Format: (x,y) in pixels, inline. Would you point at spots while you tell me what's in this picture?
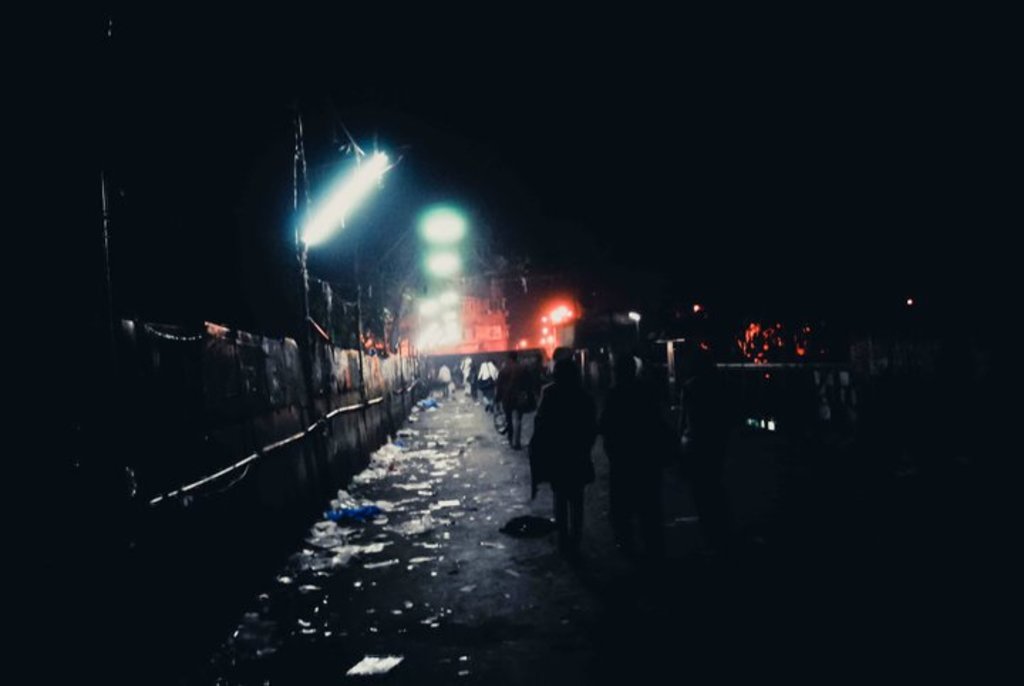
In this image, we can see few people (641,476) on the walkway (487,514). Here we can see walls (218,443), rods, street lights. Background (974,420) it is dark.
